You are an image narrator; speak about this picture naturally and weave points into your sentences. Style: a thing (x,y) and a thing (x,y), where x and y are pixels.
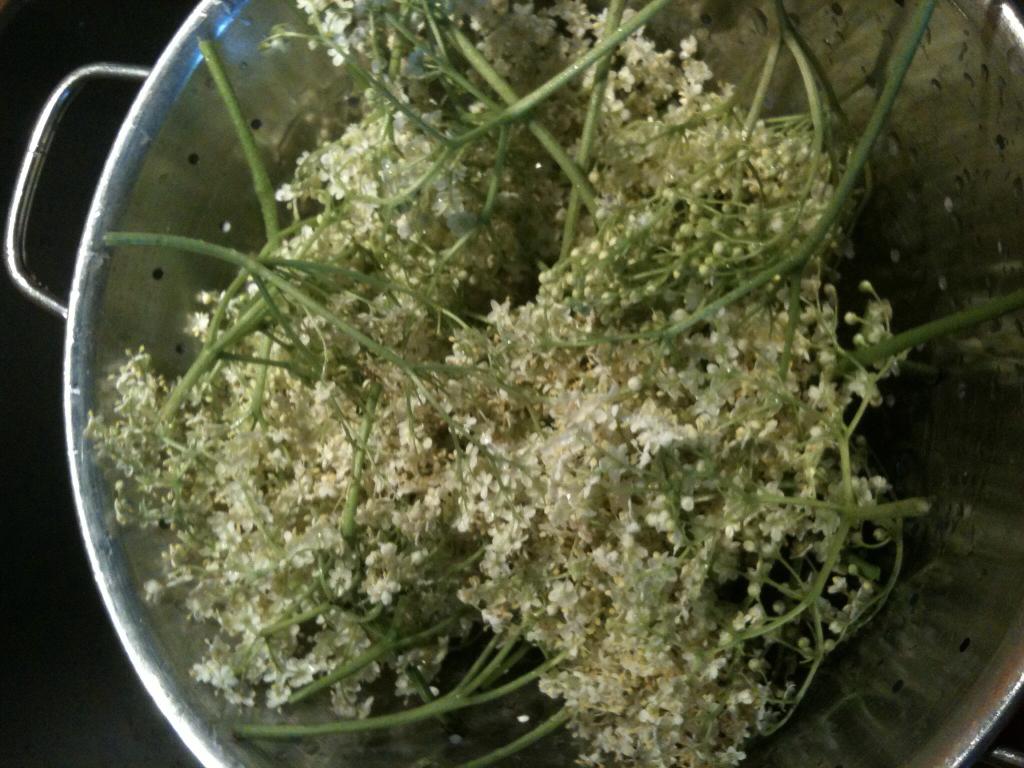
In this steel colander (1023,670) we can see white flowers (507,222). On the bottom left corner (25,670) we can see darkness (21,683).
